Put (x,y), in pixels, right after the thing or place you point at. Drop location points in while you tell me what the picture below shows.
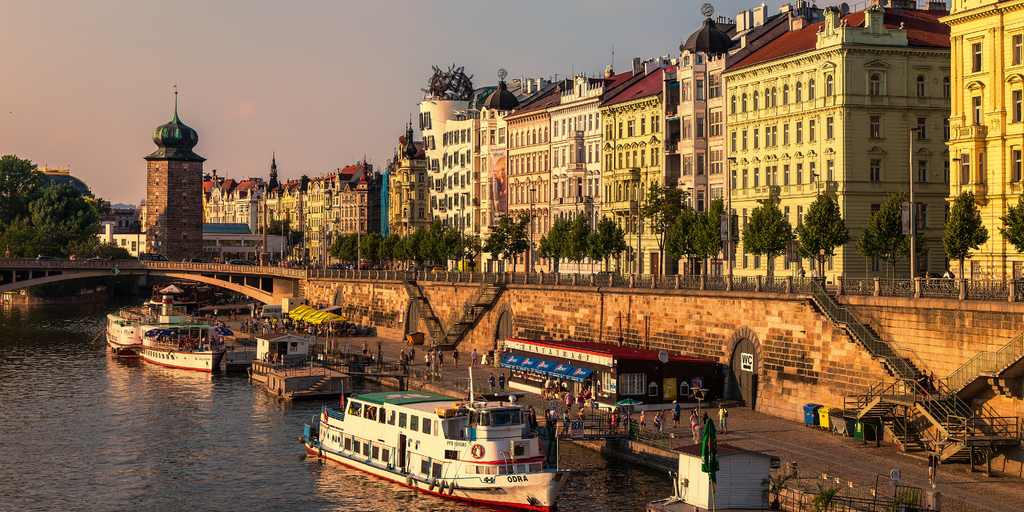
We can see ships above the water (122,432), cloth (707,470) with pole (713,489), people (720,412), shed (530,372), bridge (233,289), wall (768,304), doors (748,349), railings (460,323), bins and plants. In the background (1010,223) we can see trees (961,229), buildings (991,222) and sky (289,68).
